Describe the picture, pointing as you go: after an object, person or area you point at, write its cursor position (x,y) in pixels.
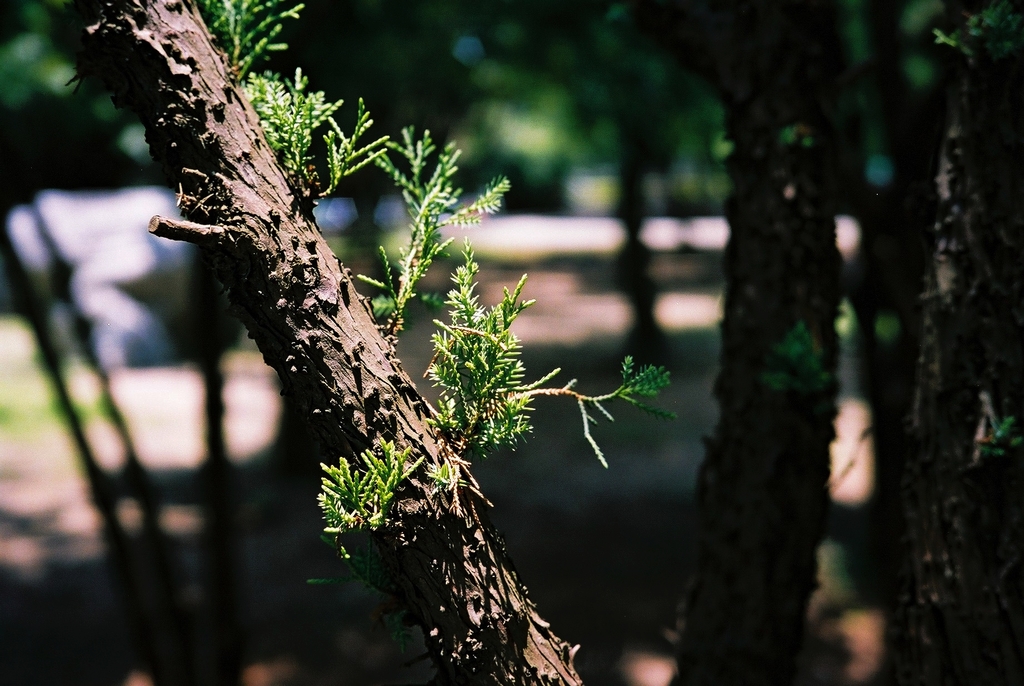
In this I can see the leaves (250,64) to a stem (384,423). On the right side (972,409) there are few tree trunks (799,418). The background (577,99) is blurred.
